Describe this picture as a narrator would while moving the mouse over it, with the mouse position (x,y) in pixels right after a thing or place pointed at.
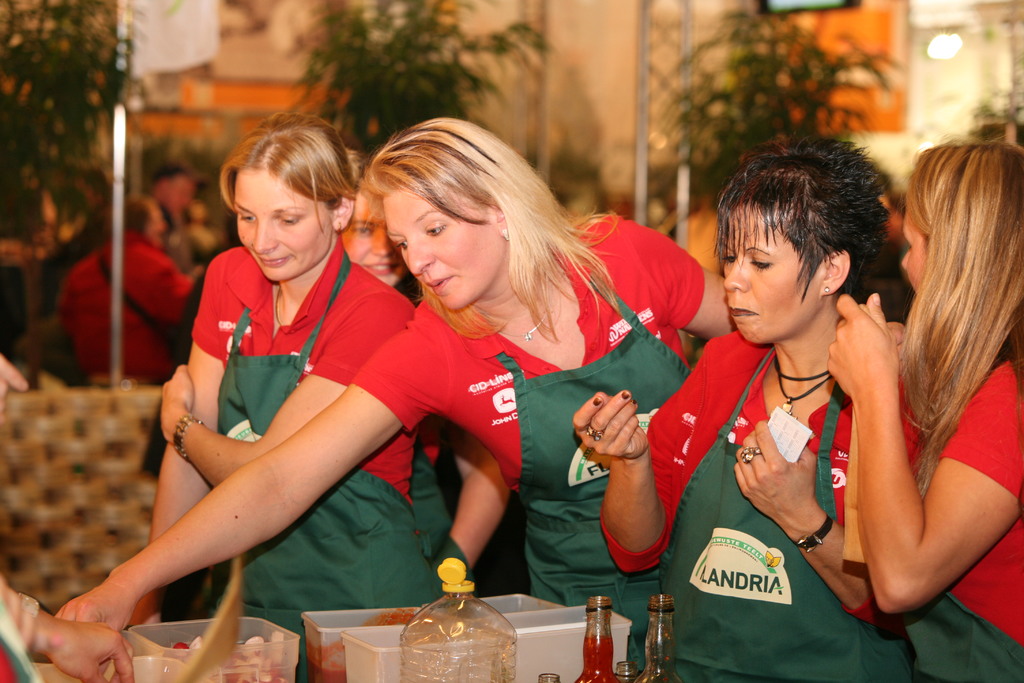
Few women (584,308) are standing at a table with some items (295,652) trying to prepare something.
